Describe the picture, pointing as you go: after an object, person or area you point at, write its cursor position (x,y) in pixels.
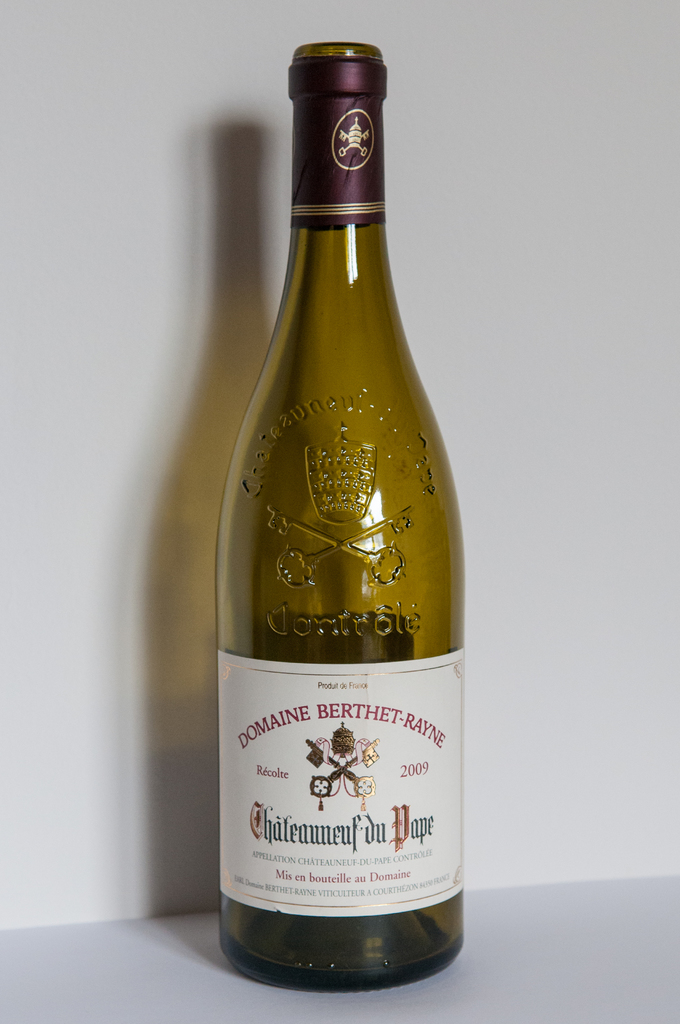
In this picture we can see a bottle (408,652) with sticker (358,709) to it placed on a white floor (618,931).
